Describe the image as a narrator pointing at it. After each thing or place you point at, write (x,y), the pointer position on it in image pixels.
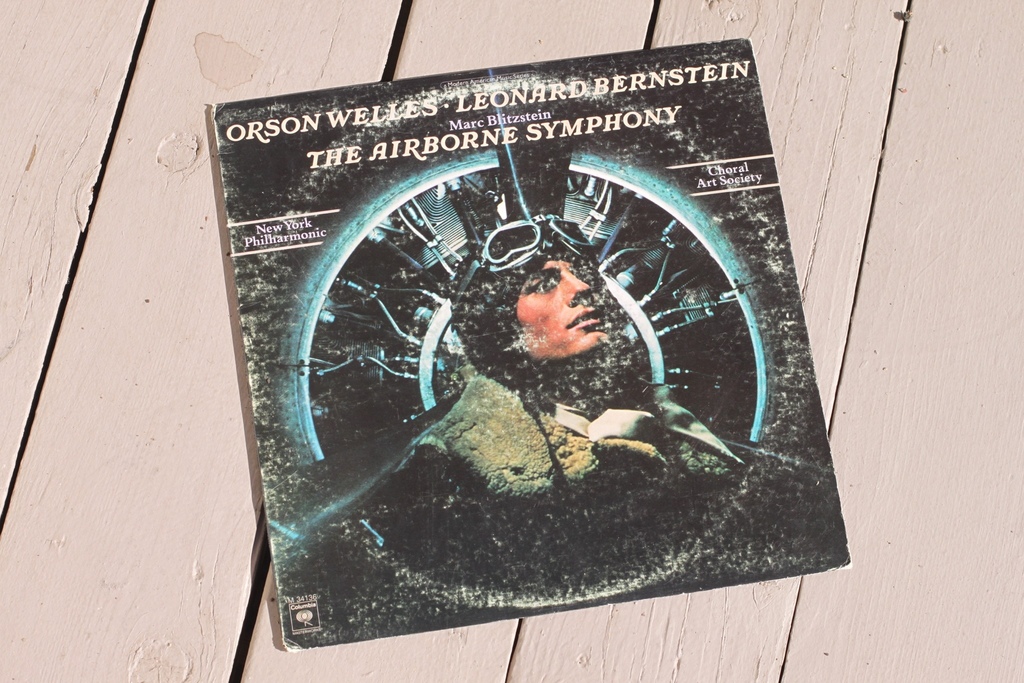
We can see board (227,185) on the wooden surface (89,268), on this board (618,277) we can see a person (636,483).
